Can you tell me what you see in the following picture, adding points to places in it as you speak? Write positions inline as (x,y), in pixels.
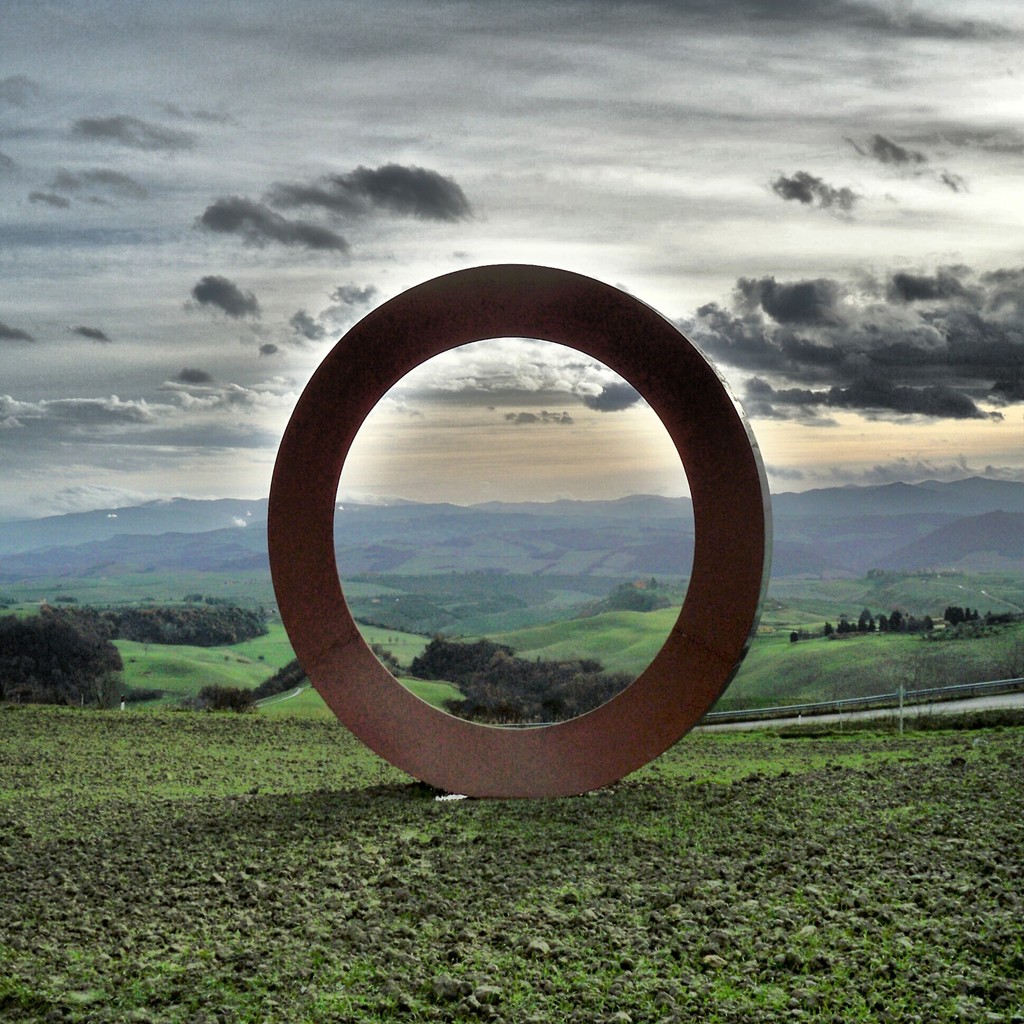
This is an outside view. In the middle of the image (358,376) there is an object (511,334) which is in the shape of circle and it is placed on the ground (472,865). In the background (166,673) there are many trees (61,665) and hills (122,520). At the bottom (419,928), I can see the grass (343,933) on the ground (191,879). At the top of the image (558,150) I can see the sky (419,157) and clouds (353,228). On the right side (980,706) there is a road (968,709). Beside the road (884,711) there is a railing (956,689).
